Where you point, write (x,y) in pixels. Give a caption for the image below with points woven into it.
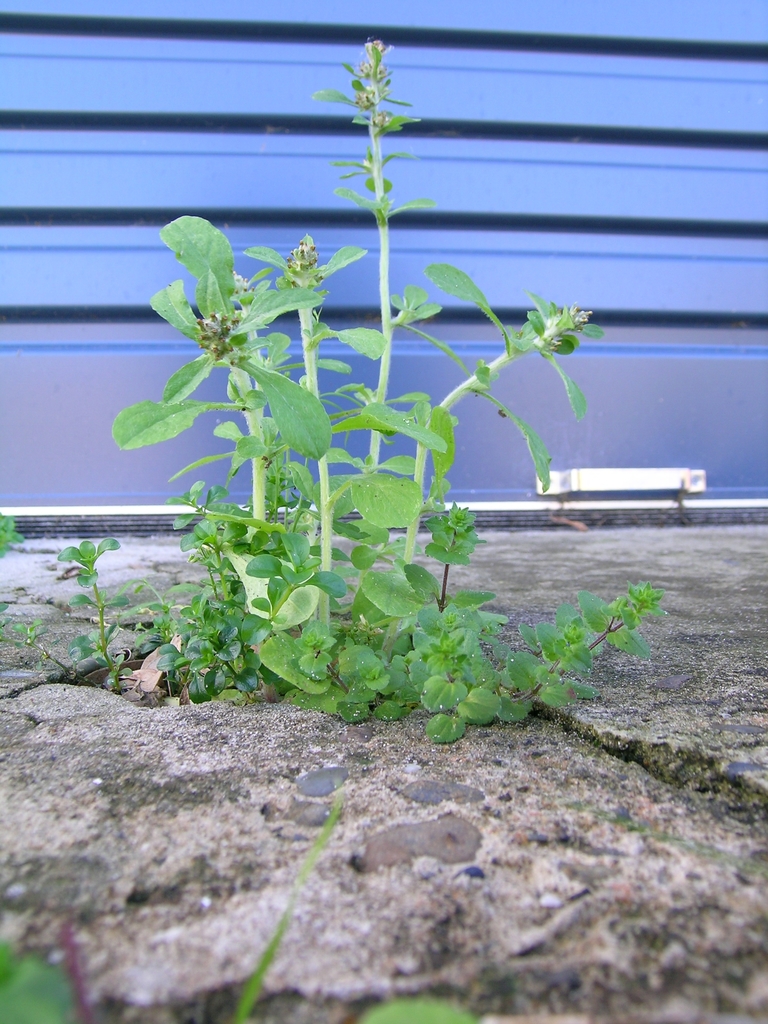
In this image there are plants (231,578) on the ground (660,748). Behind the plants (378,379) there is a shutter (255,113). There is a handle (638,476) at the bottom of the shutter (618,462).
